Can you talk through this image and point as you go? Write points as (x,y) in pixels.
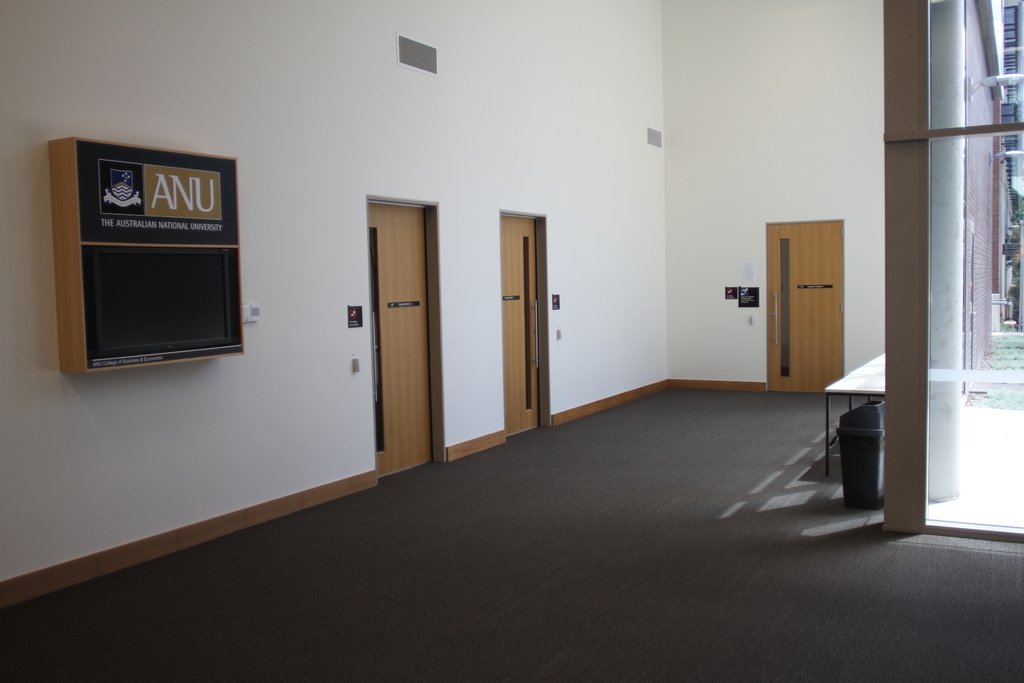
Above this carpet (792,445) we can see table (845,391), bin (851,454), doors (391,330) and walls (387,158). Posters (741,290) and box (180,236) is on the wall (536,168).
